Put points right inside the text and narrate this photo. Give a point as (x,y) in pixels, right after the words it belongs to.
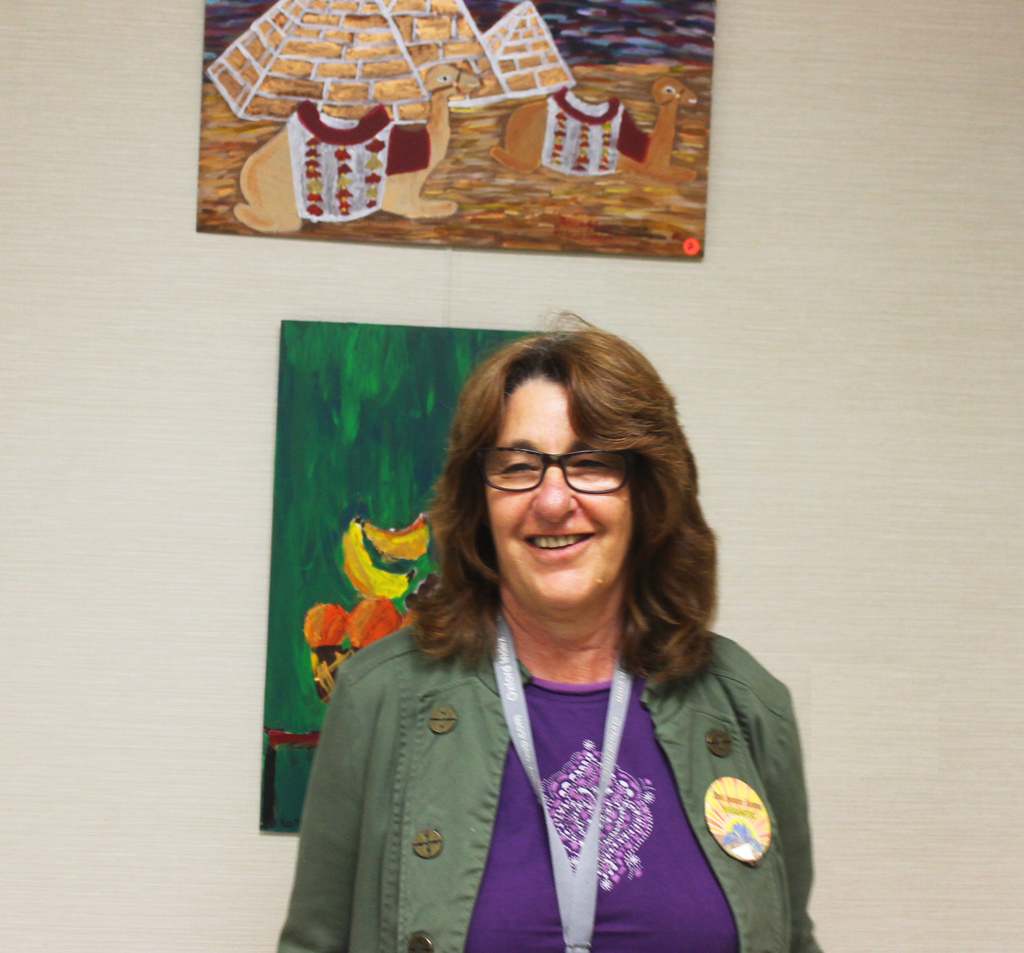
In the image there is a woman (577,685) standing in front of a wall (184,287), she is smiling and she is wearing a badge (720,782) and an ID card (546,812), behind the woman (542,836) there are two paintings (348,335) attached to the wall (227,332).
